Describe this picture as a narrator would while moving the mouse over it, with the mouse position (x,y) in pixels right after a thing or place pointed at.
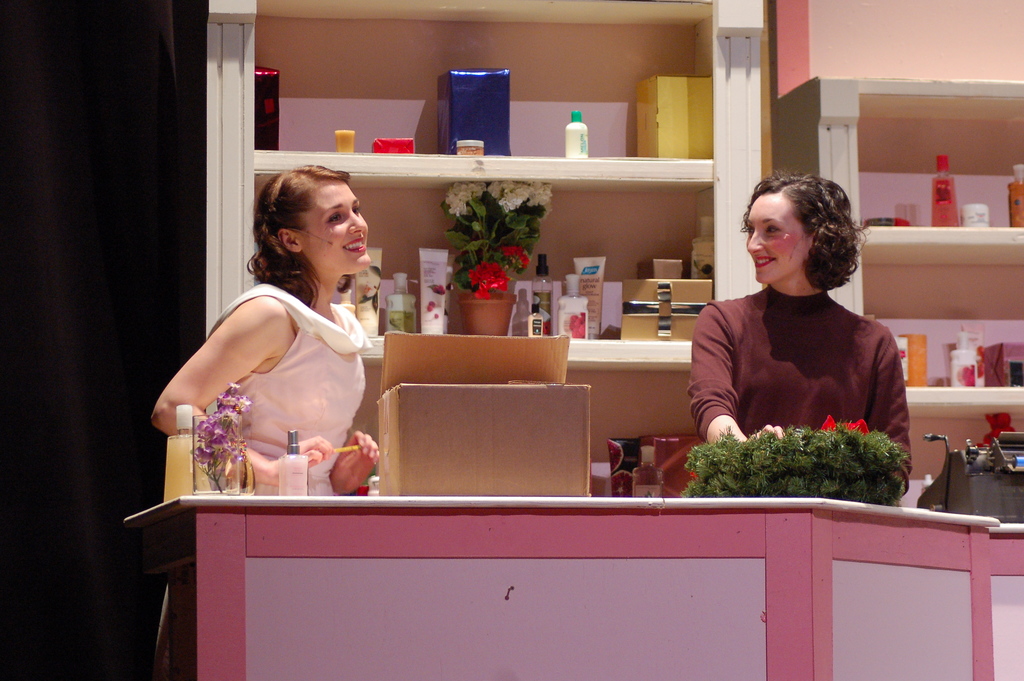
It is a room (1008,87) it looks like a parlor (572,181) there are many cosmetics (583,264) in the background (519,275) there are two women (857,364) standing behind a table (489,532) the table (557,532) is of pink and white color and there are some flowers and few bottles (292,444) on the table (296,504), both the women (286,299) are laughing, behind them there are shelves (568,256).
